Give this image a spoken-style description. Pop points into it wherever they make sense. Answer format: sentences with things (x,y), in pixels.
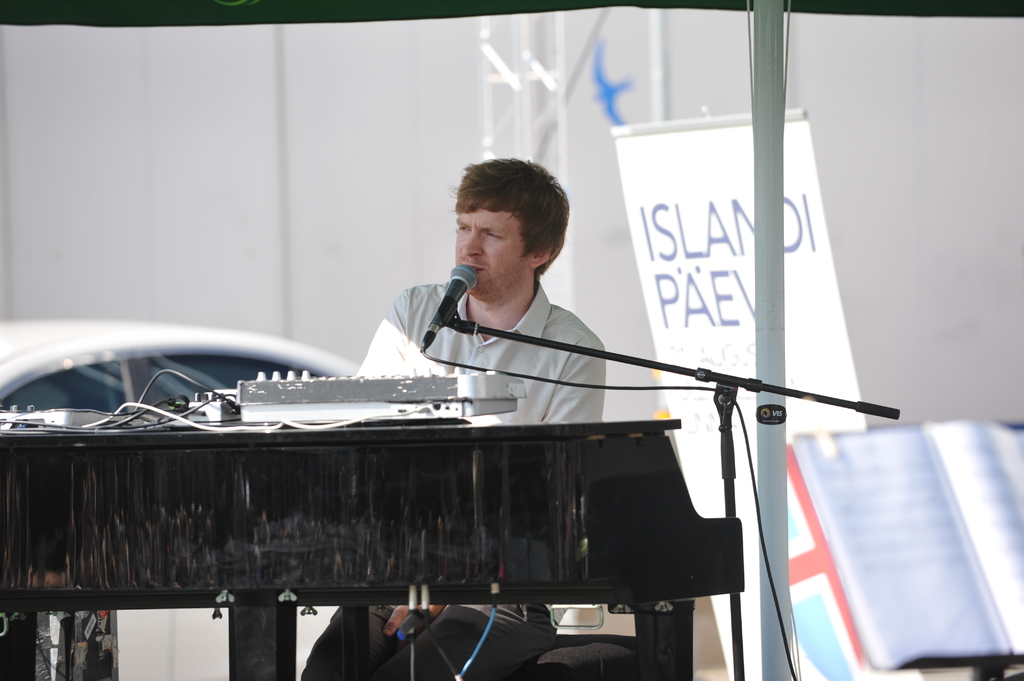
a person (507,421) and playing keyboard (525,489). in front of him there is a microphone (449,308). behind him there are books (889,527) and a banner (688,380) which is white color.
